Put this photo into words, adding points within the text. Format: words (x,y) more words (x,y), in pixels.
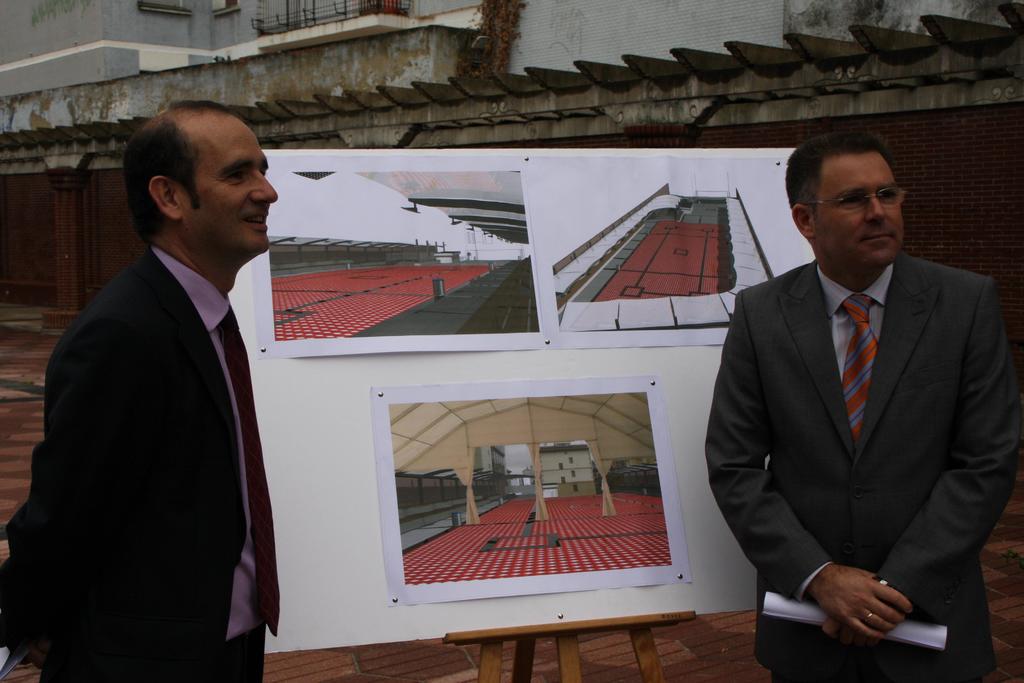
In this picture there are men (854,338) on the right (754,432) and left side of the image (259,397) and there are posters (490,301) on the board (578,356) in the center of the image (385,242) and there is a building (372,113) in the background area of the image (414,83).
